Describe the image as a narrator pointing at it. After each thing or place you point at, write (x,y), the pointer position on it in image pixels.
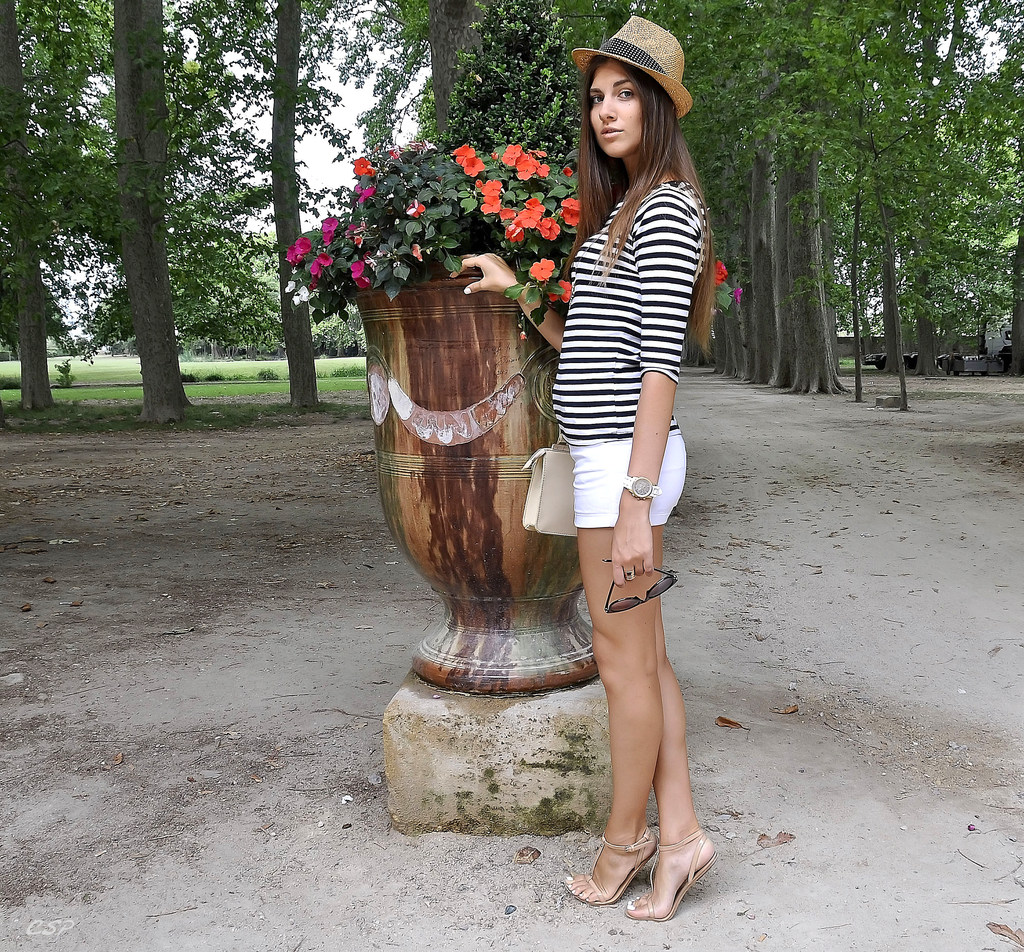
In this picture we can see a woman (587,177) wore a hat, holding goggles (639,600) with her hand (617,566), standing on the ground (735,799), pot (508,510) with plants (405,187) in it and in the background (208,384) we can see the grass (203,364), trees (304,360), some objects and the sky (225,60).
